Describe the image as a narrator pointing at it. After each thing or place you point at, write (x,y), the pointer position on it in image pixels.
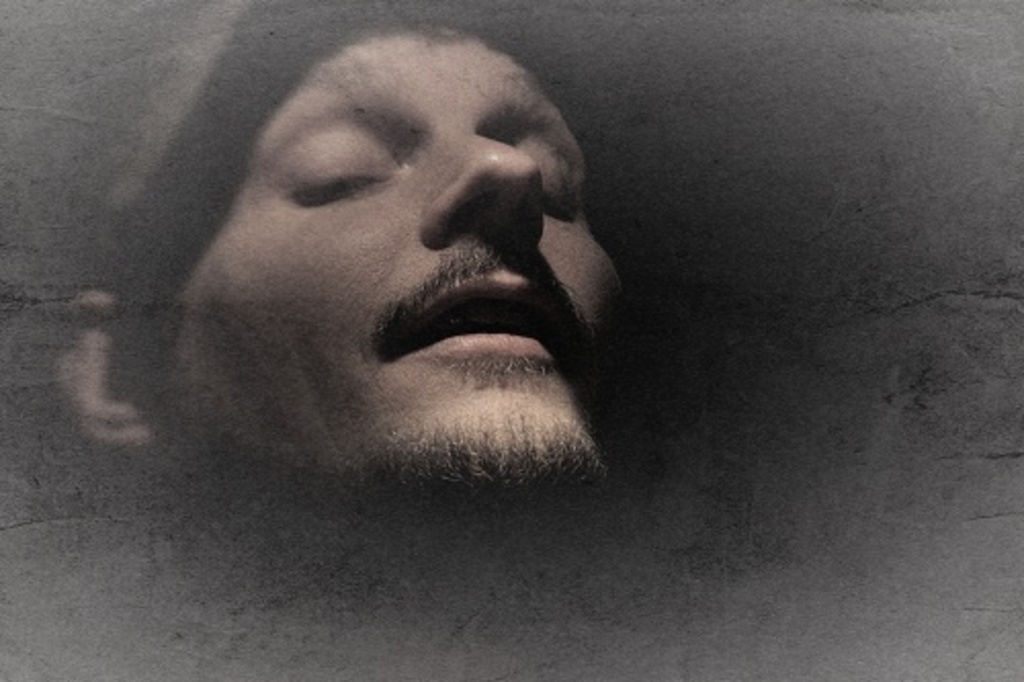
In this image there is a face (406,153) of a man (463,167) who opened his mouth (481,322).
